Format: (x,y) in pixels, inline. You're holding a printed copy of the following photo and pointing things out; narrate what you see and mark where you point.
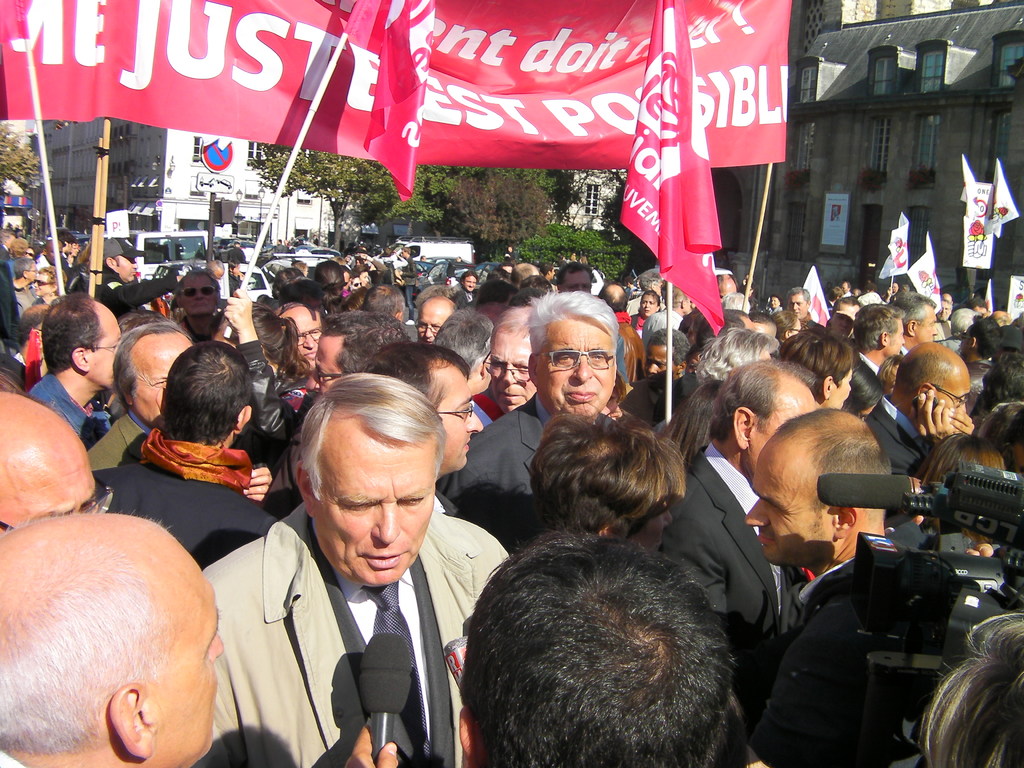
In this picture there are people (471,274) and we can see banners (684,118) and microphone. In the background of the image (871,232) we can see buildings (967,55), trees (291,162), board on pole (212,243) and vehicles (245,237).
